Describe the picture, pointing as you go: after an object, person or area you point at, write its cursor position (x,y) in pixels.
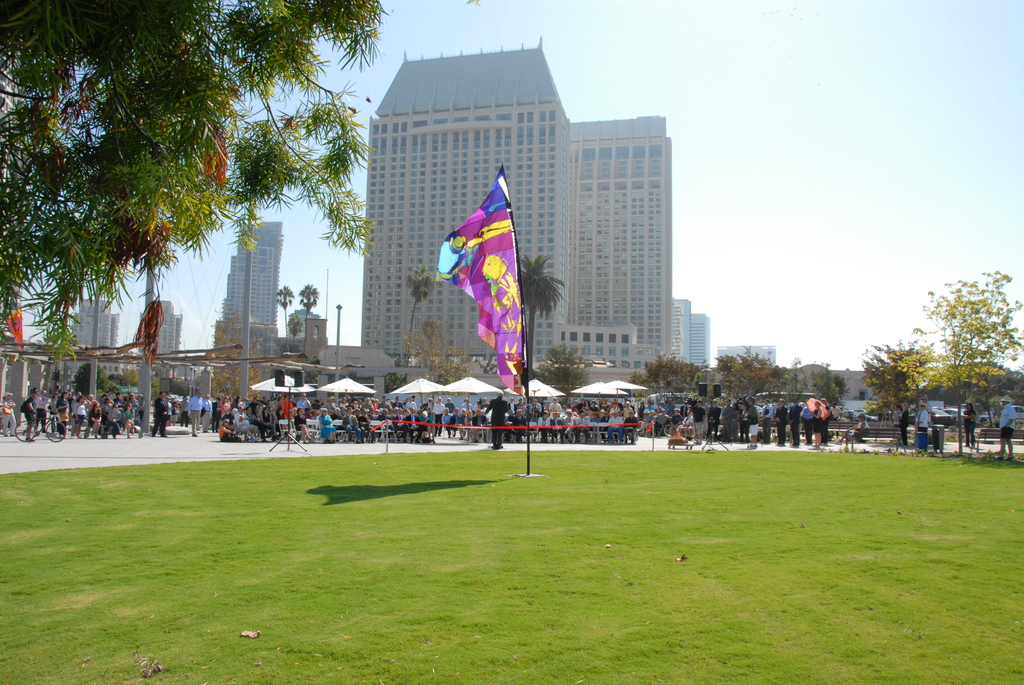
In the picture I can see the tower buildings (650,204). I can see a group of people (795,404) standing on the floor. I can see the tents (425,381) and speaker arrangements (718,394) on the road (353,442). There are trees (218,100) on the left side (192,88) and the right side (997,356) as well. I can see a flagpole (529,452) in the middle of the picture (509,292). I can see the green grass (353,534) at the bottom of the picture (526,553). The sky (795,94) is clear.
